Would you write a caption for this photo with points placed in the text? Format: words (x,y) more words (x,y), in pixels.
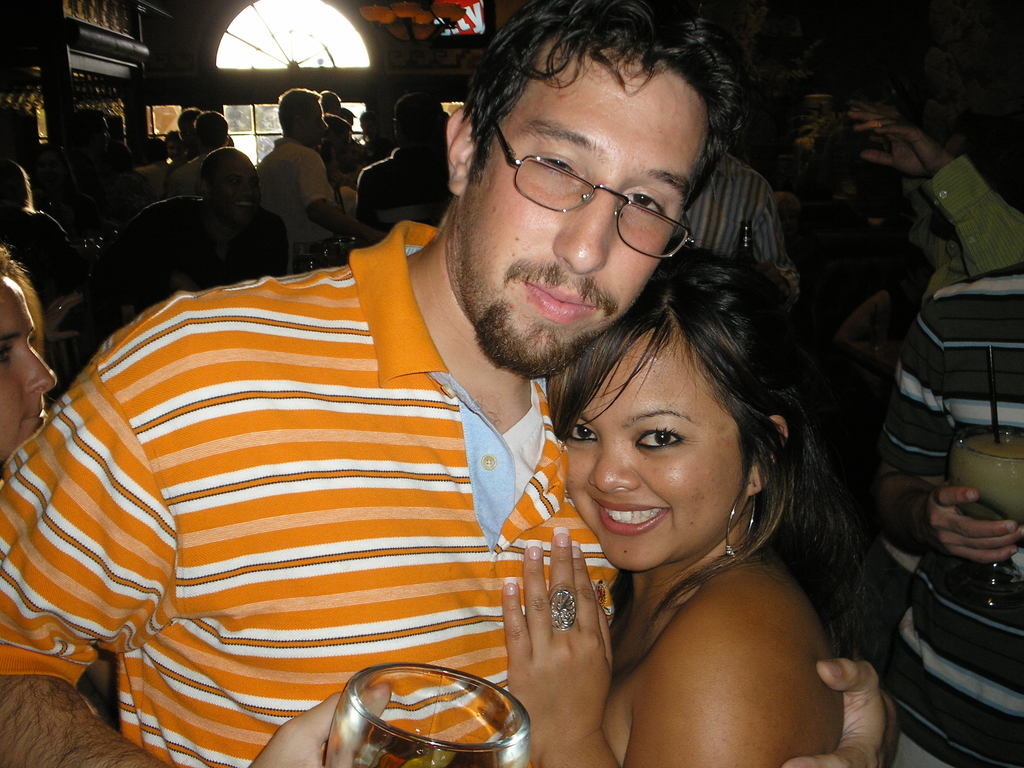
A person (298,394) wearing a orange t shirt (358,407) and specs (555,175) is holding a glass (362,747) and he is holding a lady (645,542). In the background (793,231) there are many people (268,182), and a window (243,112).
